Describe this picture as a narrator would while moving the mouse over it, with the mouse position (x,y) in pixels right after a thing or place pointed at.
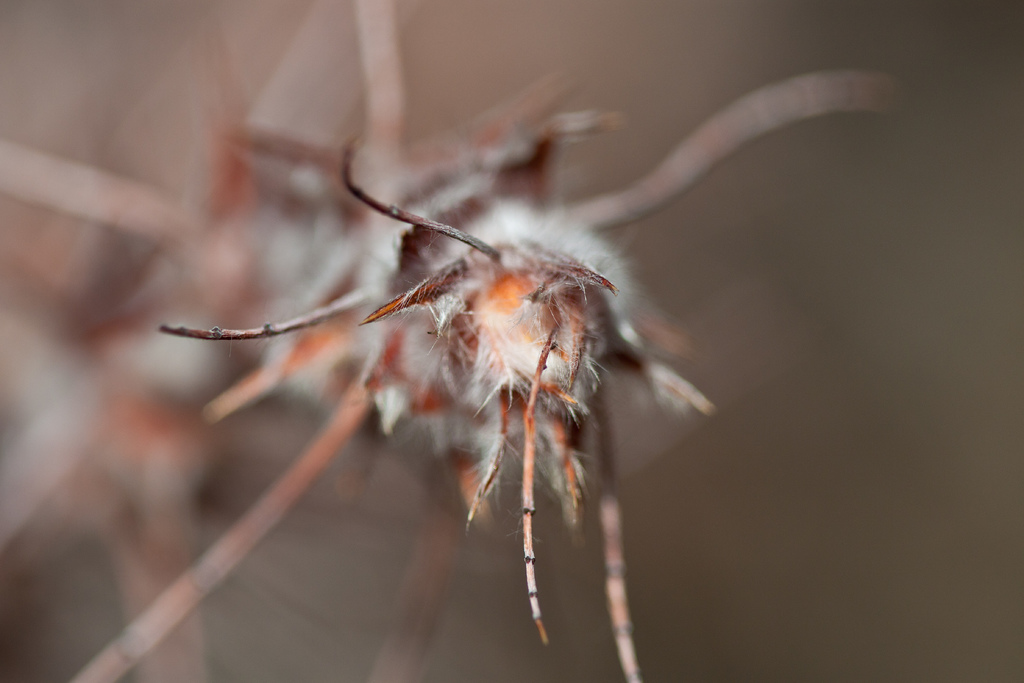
It is the macro photography of a dried plant (497,325).
